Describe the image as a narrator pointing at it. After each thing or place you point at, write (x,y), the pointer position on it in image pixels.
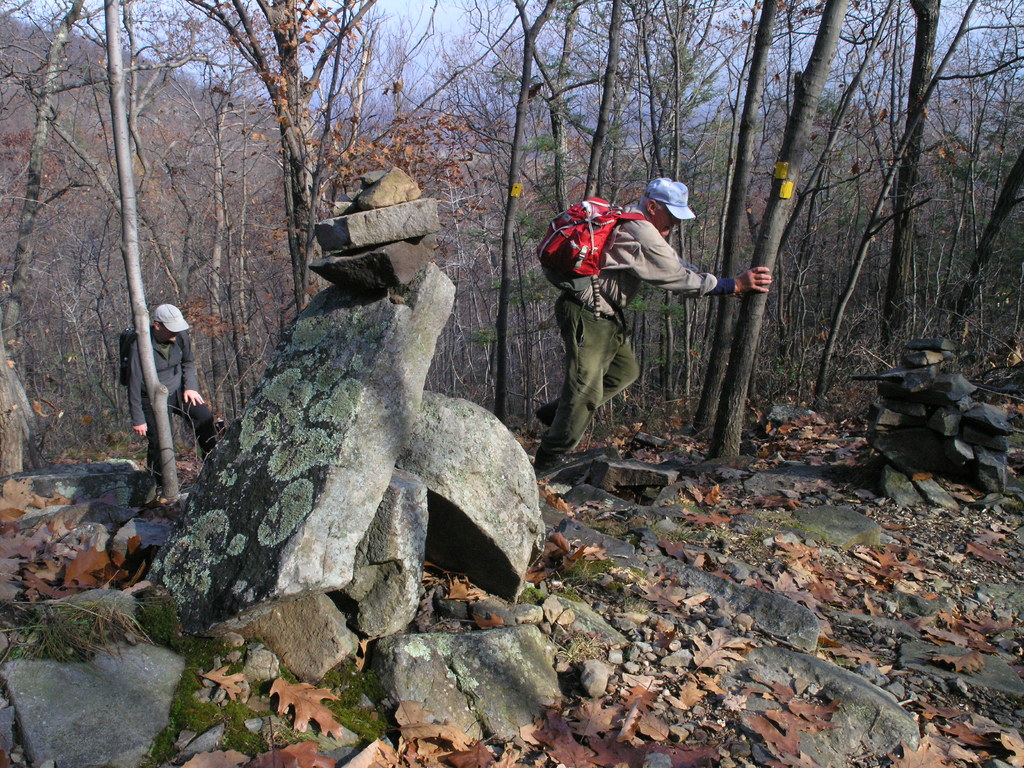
In the center of the image (628,339) a man (670,251) is standing and wearing bag (594,237), cap (685,205) and pushing a tree (734,359). On the left side of the image (158,336) a man (176,371) is standing and wearing bag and cap (178,329). At the bottom of the image (422,570) we can see some rocks (608,547) and dry leaves (649,683). In the background of the image (157,210) we can see the trees (459,286). At the top of the image (462,29) we can see the sky (451,19).
